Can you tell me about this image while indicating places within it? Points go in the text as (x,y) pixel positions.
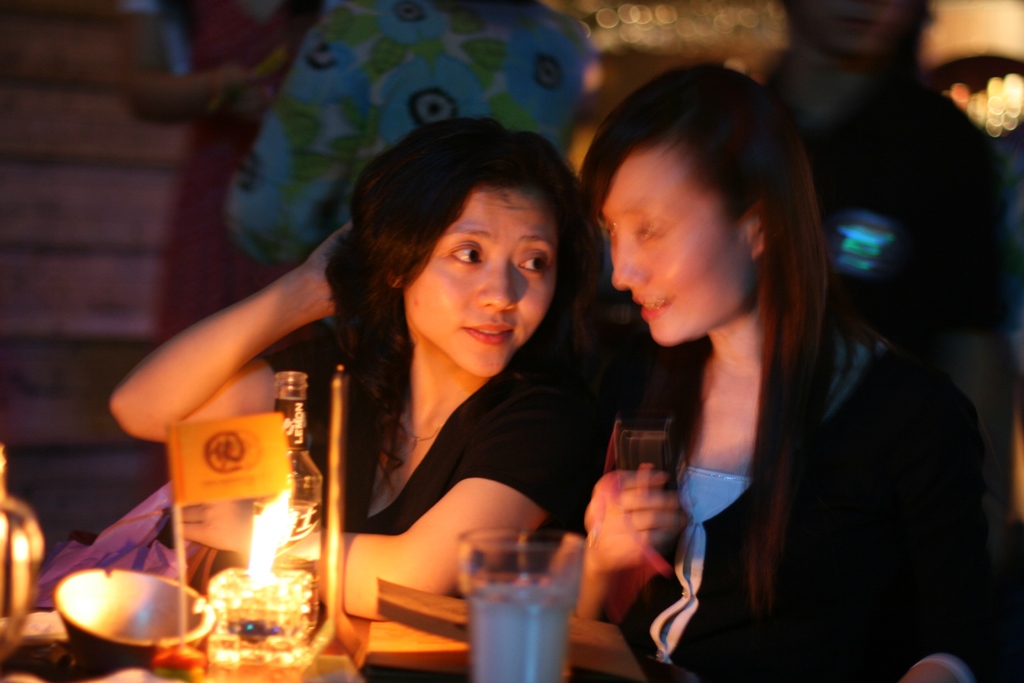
In the center of the image (515,409) we can see two ladies (658,234) are sitting and a lady (731,404) is holding a glass (620,434). At the bottom of the image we can see a table (463,675). On the table (317,639) we can see the bottles (292,498), glasses (558,602), candle light (263,589), flag (234,441) and other objects (161,612). In the background of the image (82,48) we can see the wall (117,190) and some people (890,150) are standing. In the top right corner (716,24) we can see the lights (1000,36).
